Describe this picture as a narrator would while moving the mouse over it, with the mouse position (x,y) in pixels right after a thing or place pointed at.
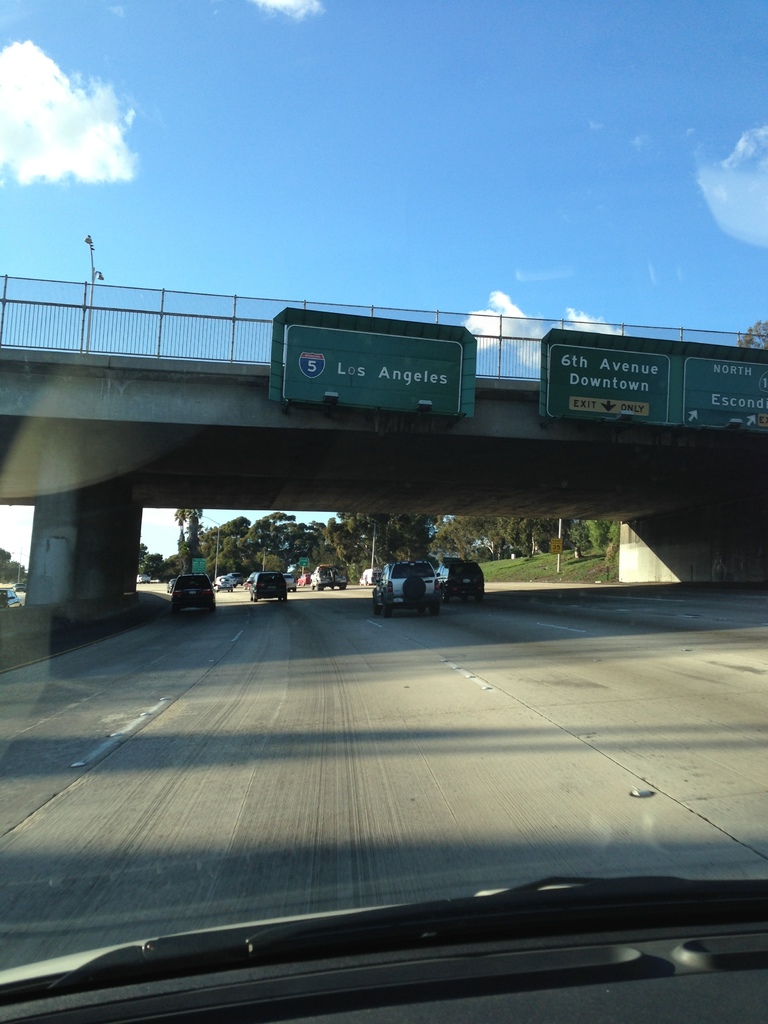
This image is clicked from inside the vehicle (468,905). In front of the vehicle (380,972) there is a road (330,718). There are cars (428,571) moving on the road (331,707). There is a bridge (315,458) on the road (209,835). There are boards (411,385) with text (589,409) on the bridge (288,417). At the top of the bridge (403,414) there are street light poles (92,268) and a railing (106,323). In the background (505,556) there are trees (503,522) and grass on the ground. At the top (318,145) there is the sky (270,153).
